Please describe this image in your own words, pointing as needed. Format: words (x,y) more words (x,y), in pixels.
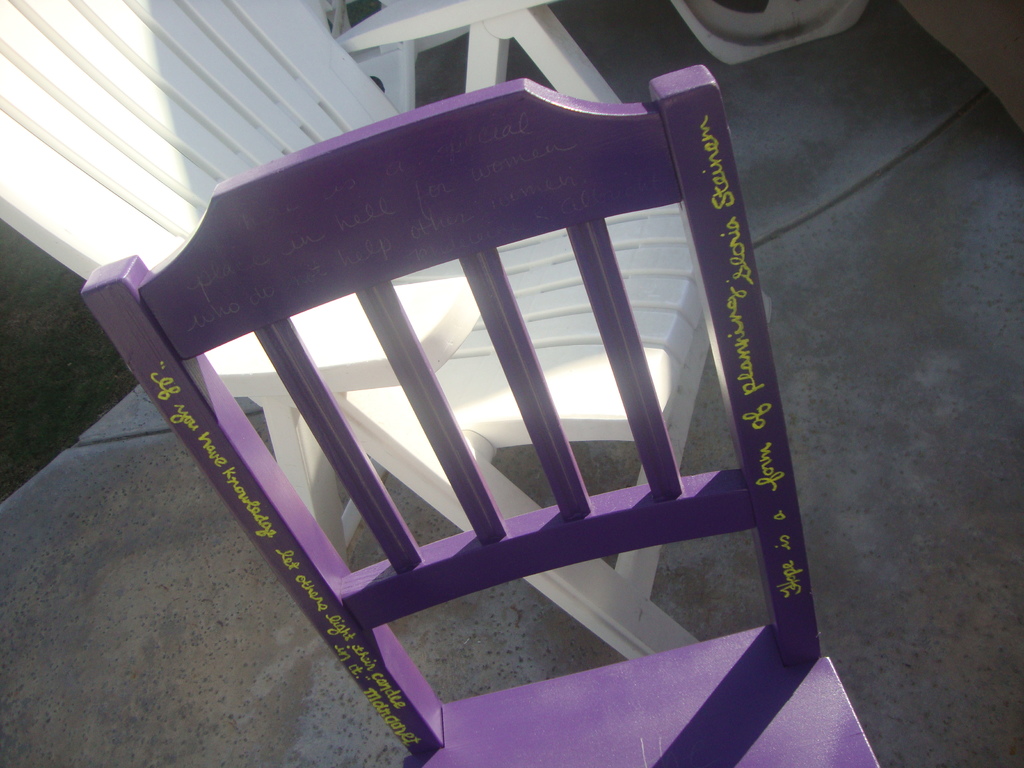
In this picture we can see couple of chairs (412,237) and we can find some text (743,248) on the chair (639,163).
